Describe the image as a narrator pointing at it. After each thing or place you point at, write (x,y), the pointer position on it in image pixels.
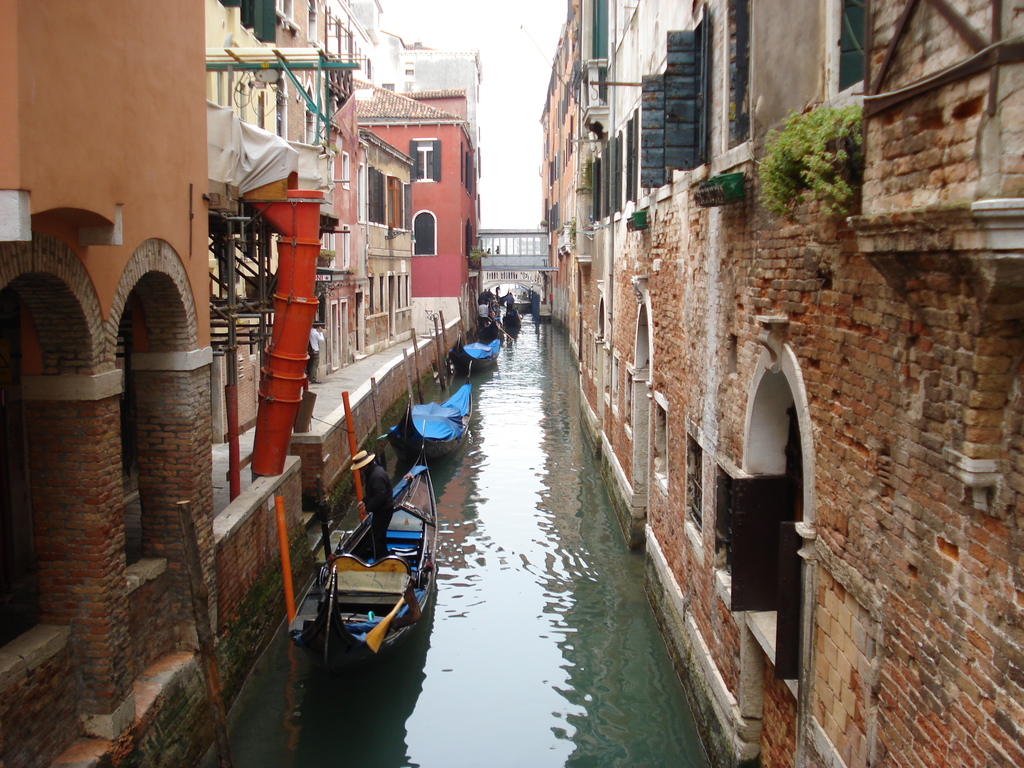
In this image I can see the boats (401,492) on the water (441,537). On both sides of the water (464,620) I can see the buildings (59,308). In the background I can see the bridge (510,260) and the sky (513,141).
